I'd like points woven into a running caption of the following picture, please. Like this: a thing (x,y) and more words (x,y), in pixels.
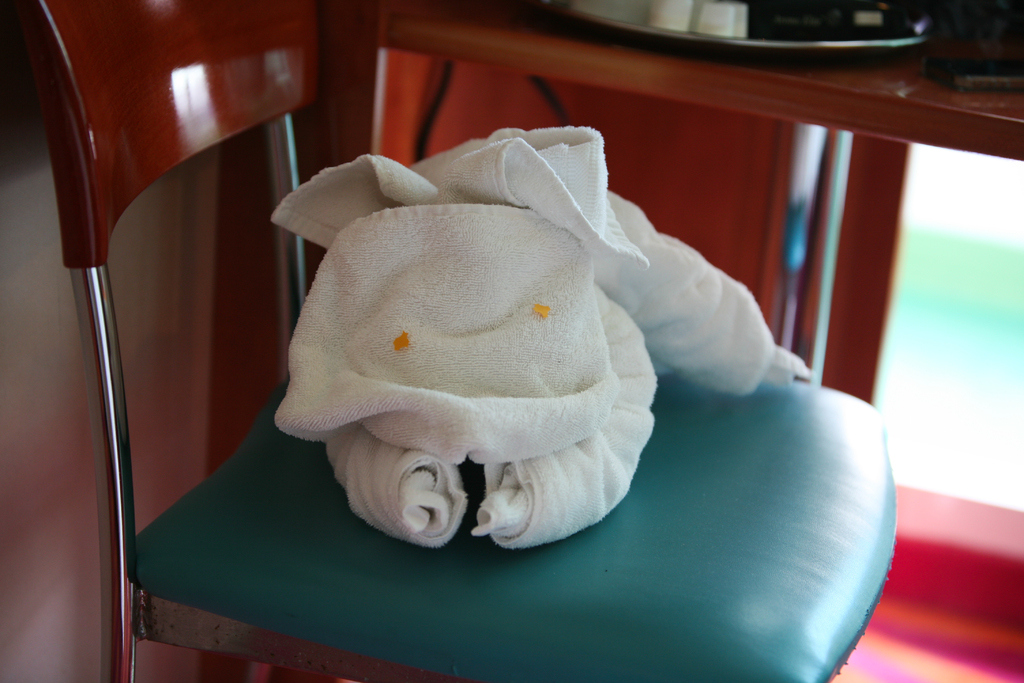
We can see towel (517,234) on a chair (479,547) and objects (988,67) on the table (998,104). In the background (953,219) it is blur.
